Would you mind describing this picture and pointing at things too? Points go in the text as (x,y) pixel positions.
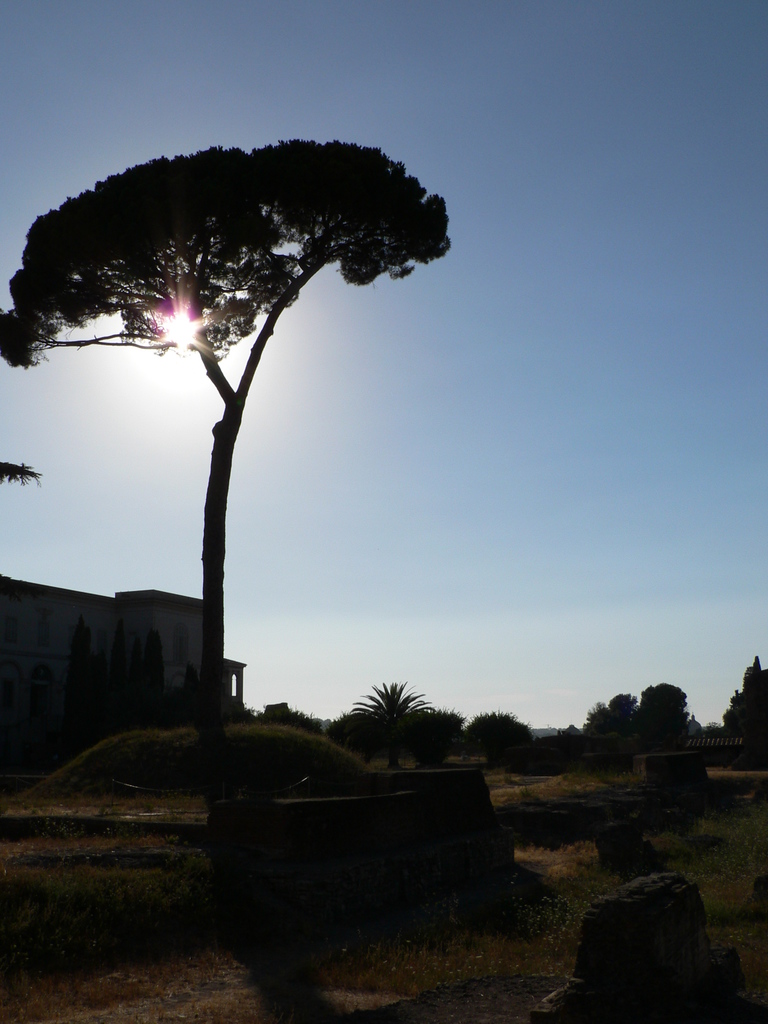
Here in this picture we can see the ground (197,881) is covered with grass (527,855), plants (529,885) and trees (415,752) present over there and on the left side (182,646) we can see a building (61,615) present and we can also see the sun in the sky (279,327) over there.
